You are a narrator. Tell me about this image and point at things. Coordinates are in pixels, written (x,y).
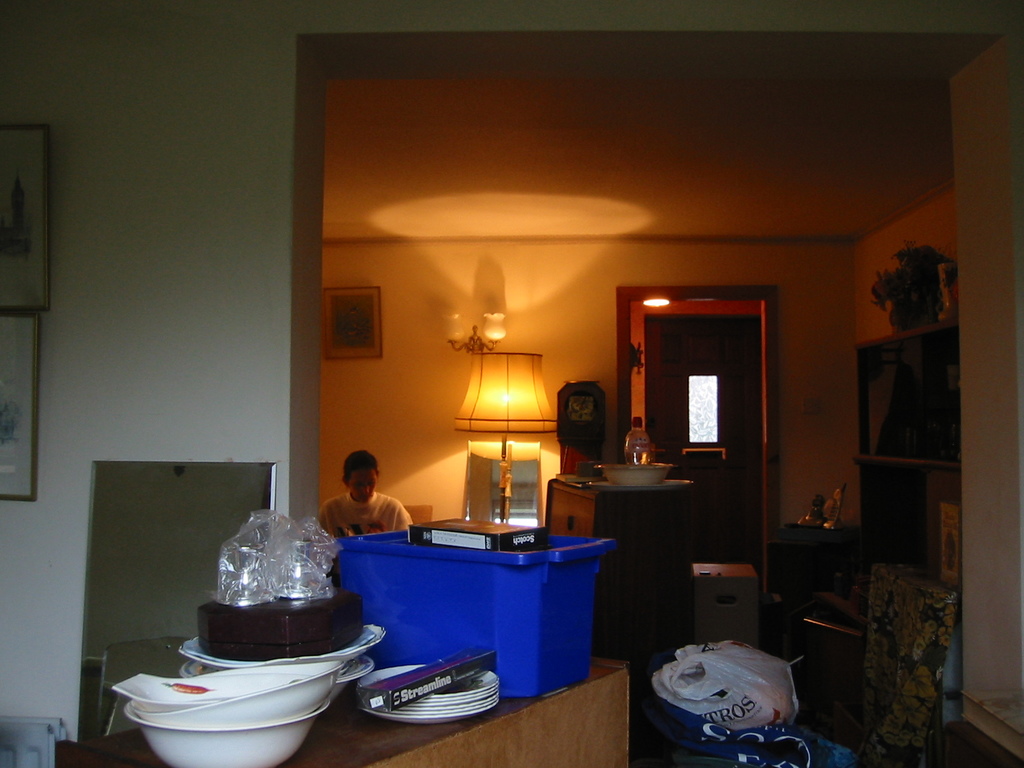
This is picture in a room (523,186), this is a table (549,720) on the table (575,687) there is a container (501,610) and the plates (436,708) and bowls (235,700). Backside of the container (453,579) there is a person (367,522) sitting on the chair (418,516) and there is a light lamp (504,386) backside of the lamp (492,396) there is a wall (404,362) with the light (477,328) and the photo frame (360,313). In front of the lamp (520,410) there is other table (605,508) with a bowl (635,473) and water bottle (641,459) back side of the table (599,497) there is a door (688,442) and the wall (810,354) is in white color and also there is a cover (706,655).
